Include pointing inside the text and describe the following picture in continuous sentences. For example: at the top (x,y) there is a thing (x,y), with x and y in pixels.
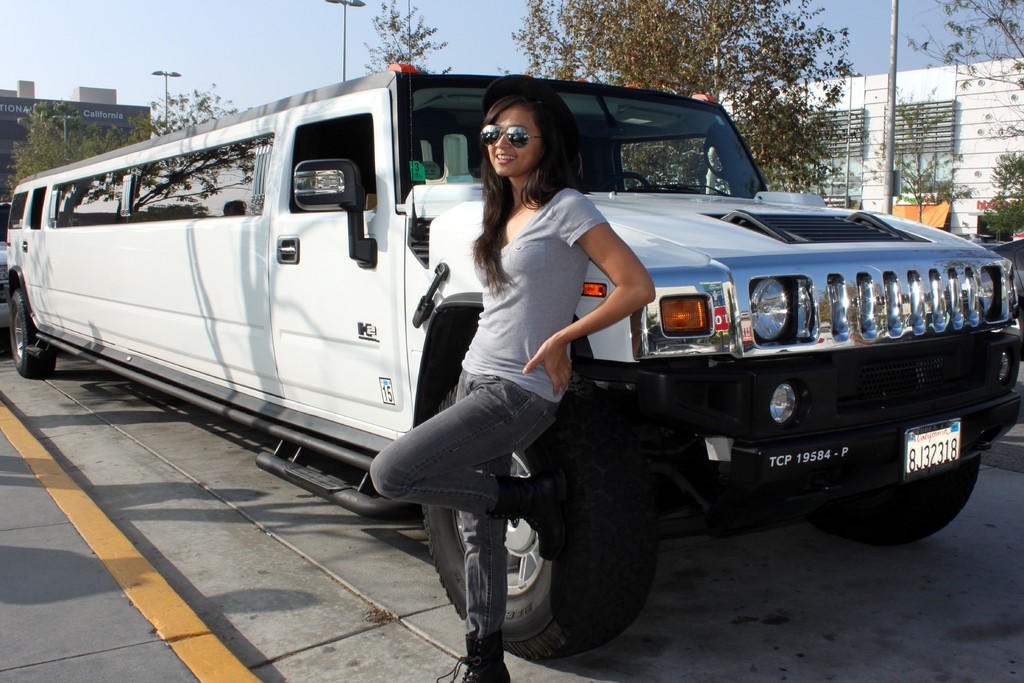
In this picture I can observe a woman (485,440) standing beside the vehicle (408,394). She is wearing grey color T shirt (516,287) and spectacles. The woman (502,228) is smiling. There is a white color vehicle (226,269) parked on the road (172,399). In the background (548,38) there are trees (49,118), buildings (857,140) and a sky (259,59).
